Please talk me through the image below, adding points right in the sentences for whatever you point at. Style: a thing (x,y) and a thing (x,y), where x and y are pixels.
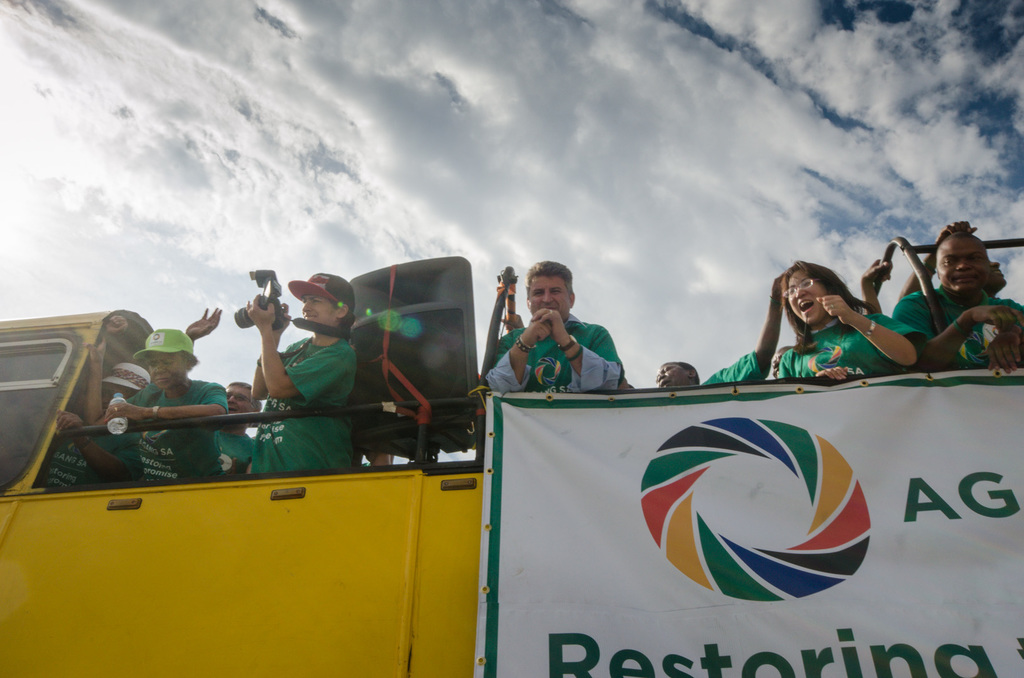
In this image, we can see some people (246,409) standing in the vehicle (333,490), there is a poster (827,549), at the top (588,33) there is a sky (588,33) which is cloudy.
